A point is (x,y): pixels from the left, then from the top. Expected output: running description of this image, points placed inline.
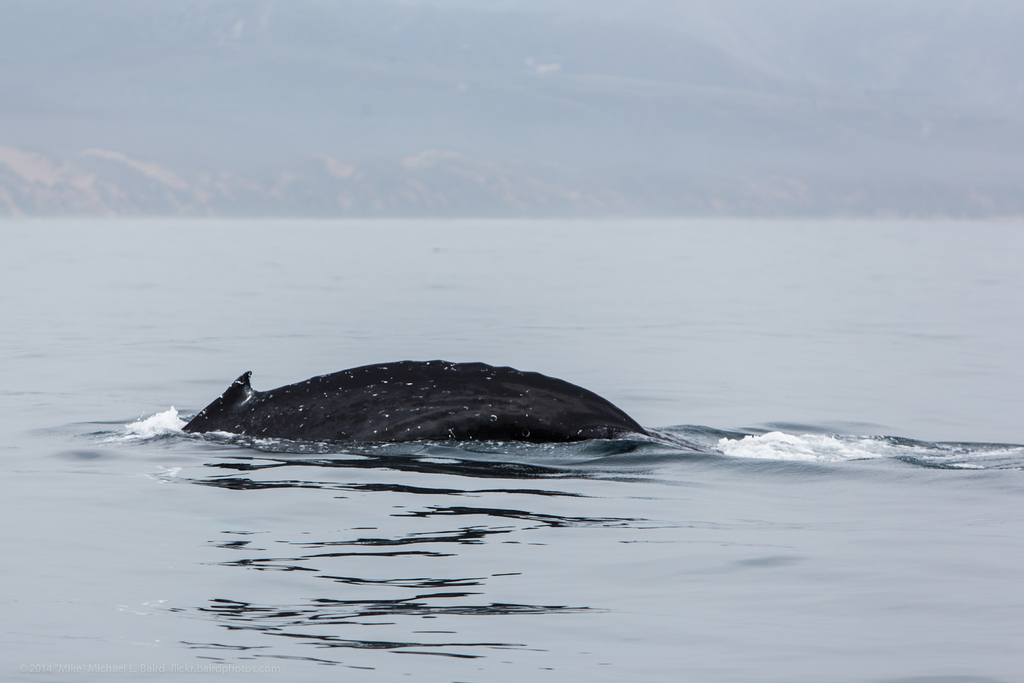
In this picture we can see water animal (599,402) in the water (137,516). In the background of the image (257,116) it is not clear.
